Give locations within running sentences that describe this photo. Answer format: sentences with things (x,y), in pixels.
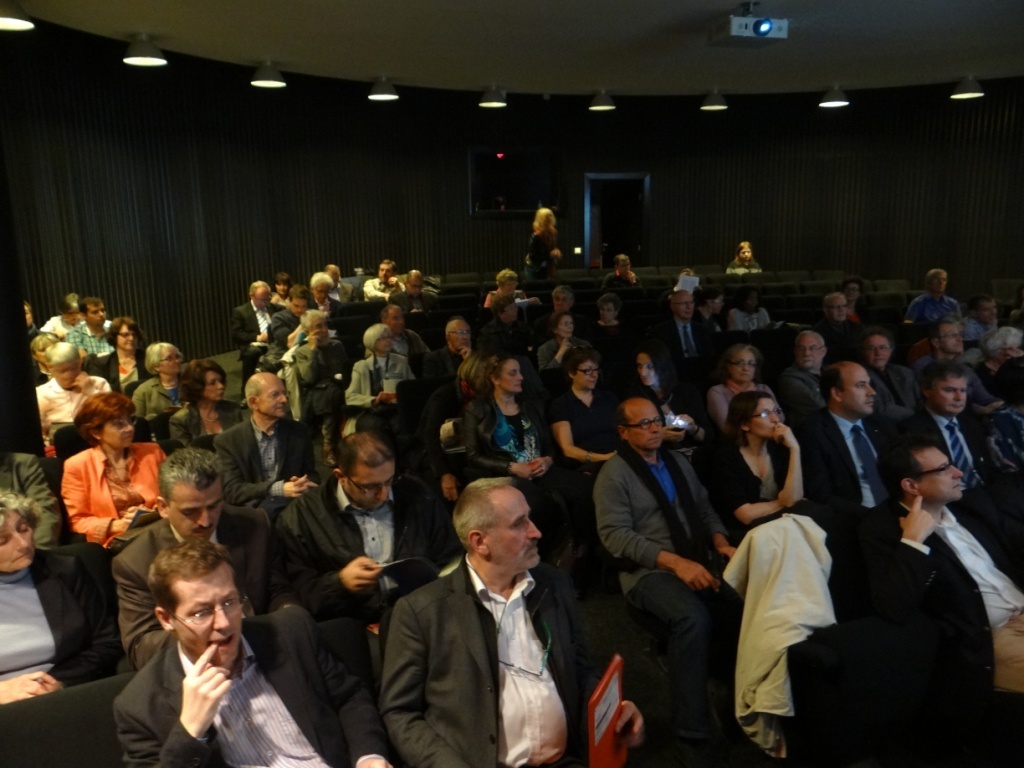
As we can see in the image there are group of people (582,412) sitting on chairs (360,321). There is a projector (749,25), lights (967,82) and a wall (343,219).
